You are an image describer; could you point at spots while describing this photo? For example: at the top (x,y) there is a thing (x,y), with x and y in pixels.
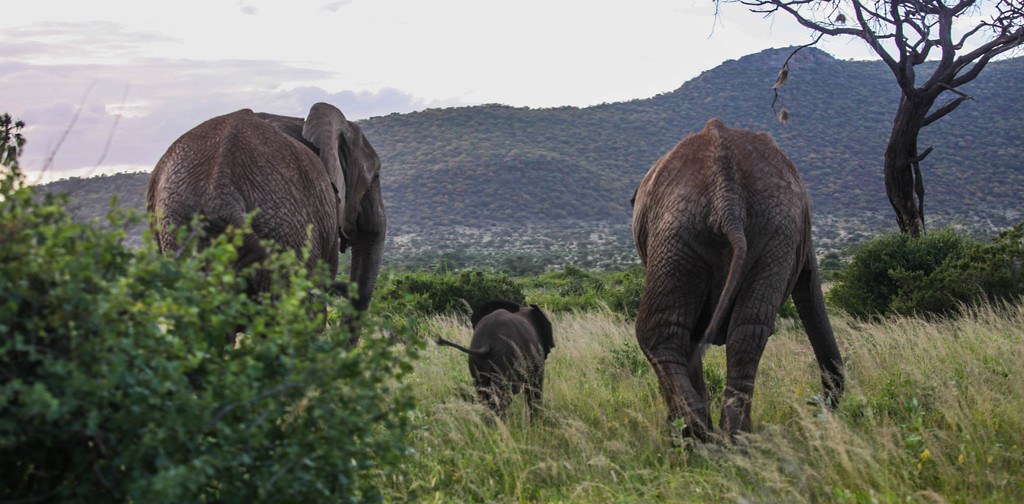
In this image we can see two elephants (280,190) and a calf (514,350) in the middle (488,321). We can see the hills (561,148), grass (559,353) and trees (865,272). At the top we can see the clouds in the sky (311,102).
